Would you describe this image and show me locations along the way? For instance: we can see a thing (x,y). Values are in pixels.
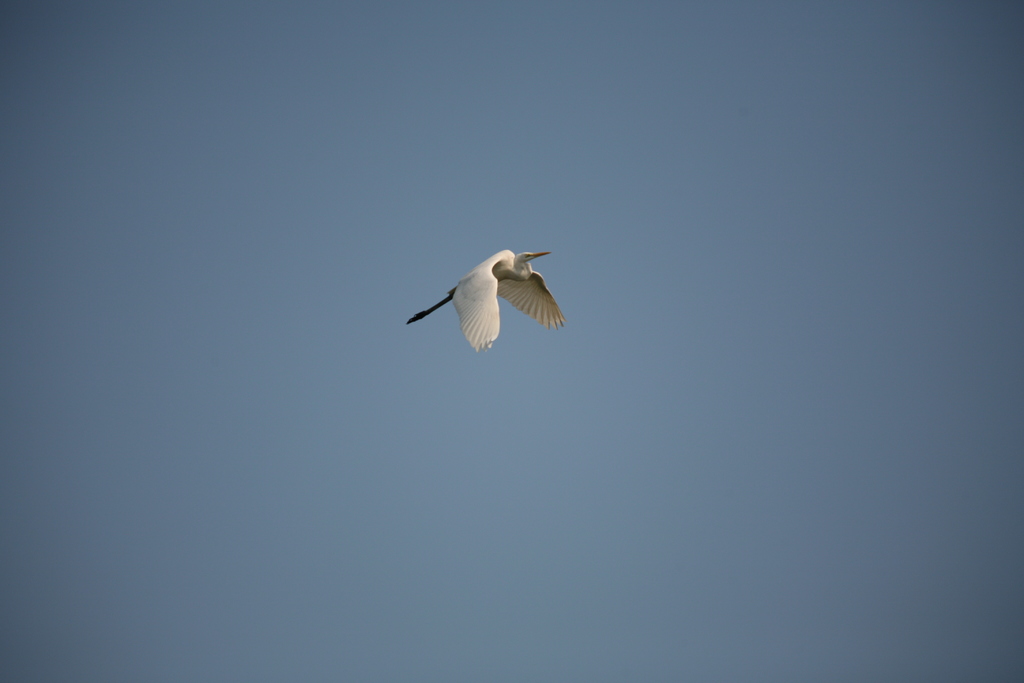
Here we can see a bird (449,301) flying in the sky (375,366).
